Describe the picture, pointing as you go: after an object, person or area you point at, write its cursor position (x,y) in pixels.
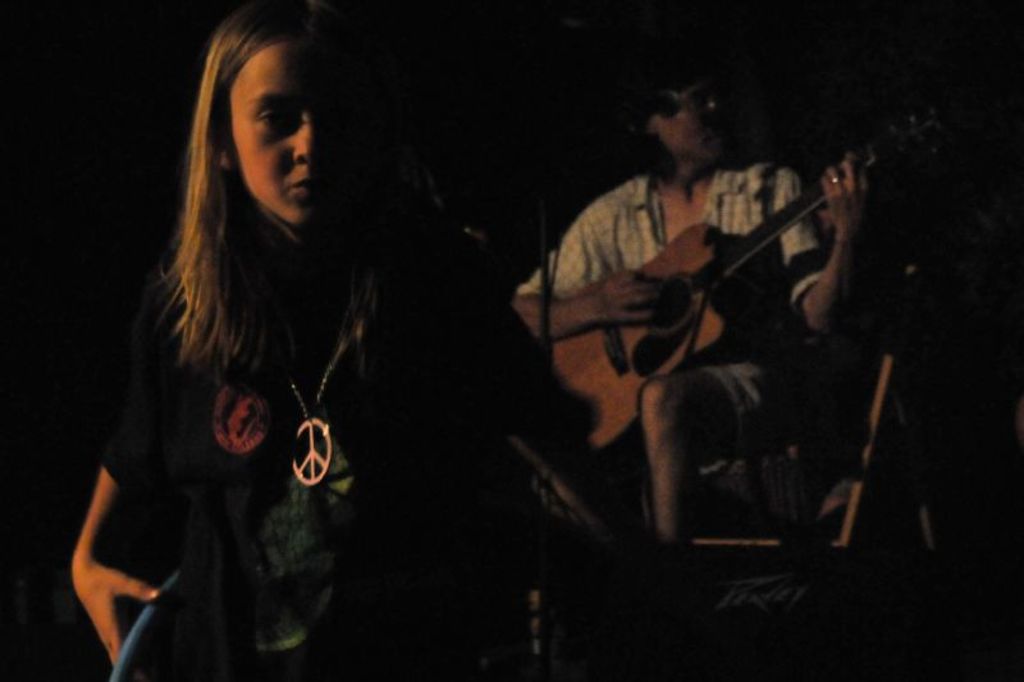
The person (645,227) wearing white shirt (647,247) is sitting and playing guitar (699,275) and there is another person (383,321) standing in front of him.
